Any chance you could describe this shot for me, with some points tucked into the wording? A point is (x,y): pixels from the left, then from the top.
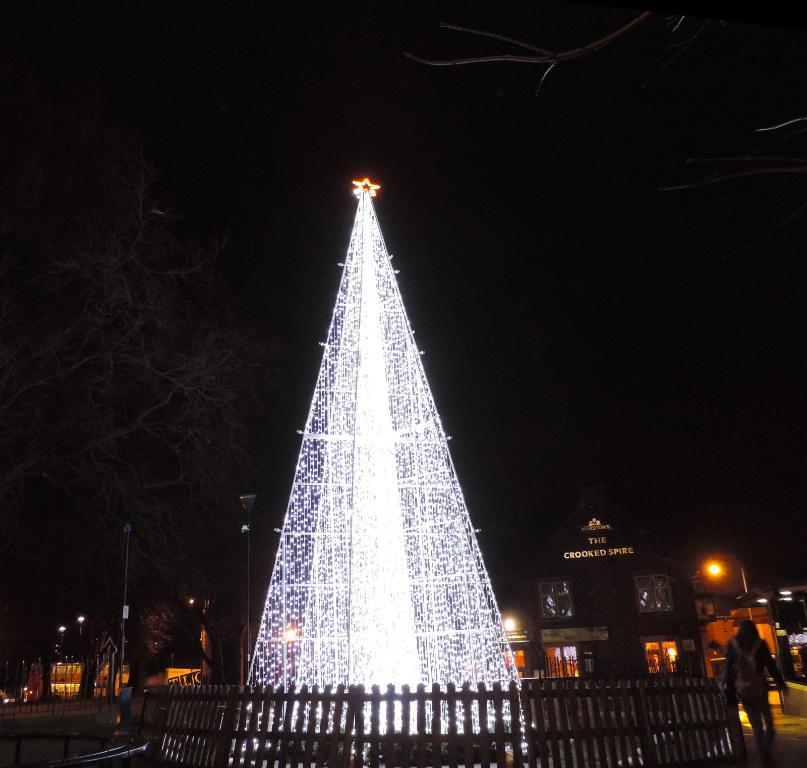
In the center of the image (341,486) we can see the lights (341,502). In the background of the image (651,565) we can see the trees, poles (747,594), lights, boards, stores (590,584). In the bottom right corner (767,668) we can see a person (773,676) is walking on the road (798,729) and wearing a bag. At the bottom of the image (485,731) we can see the fence (313,745) and the road (794,746). At the top of the image (309,133) we can see the sky (399,231).
